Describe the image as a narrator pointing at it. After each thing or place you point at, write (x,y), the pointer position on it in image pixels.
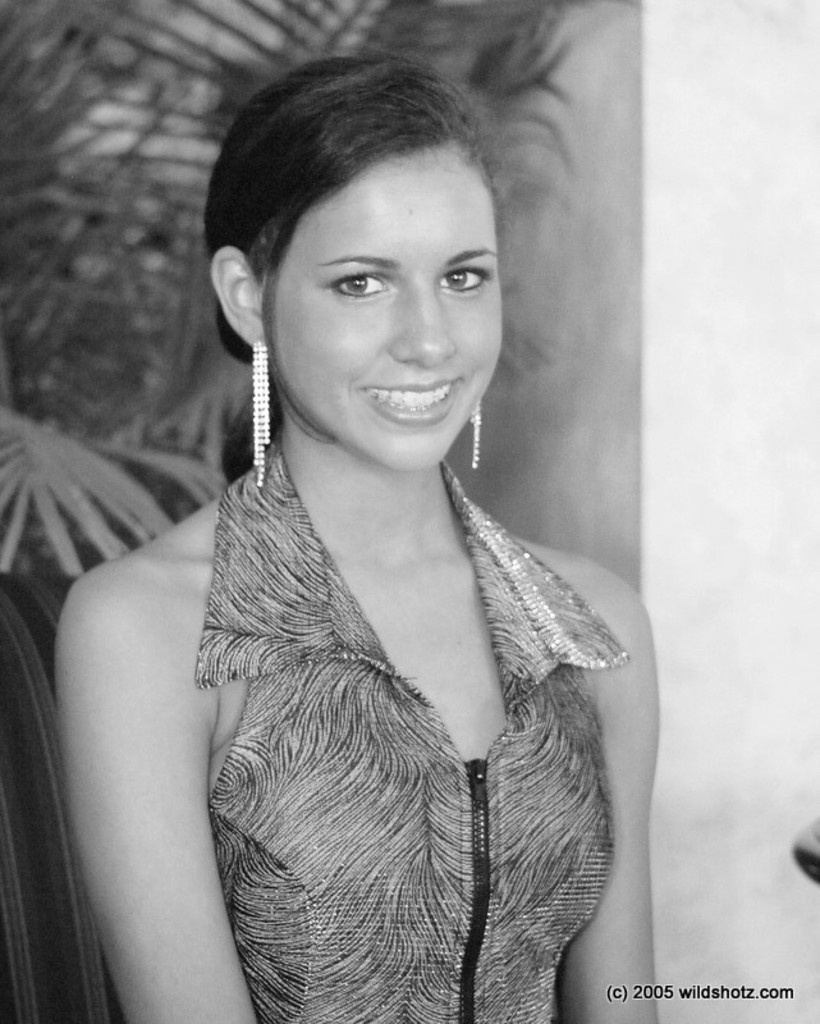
In this image there is a person (303,486) wearing a smile on her face (349,314). Behind her there are trees (144,199). There is a wall (747,434). There is some text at the bottom of the image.
